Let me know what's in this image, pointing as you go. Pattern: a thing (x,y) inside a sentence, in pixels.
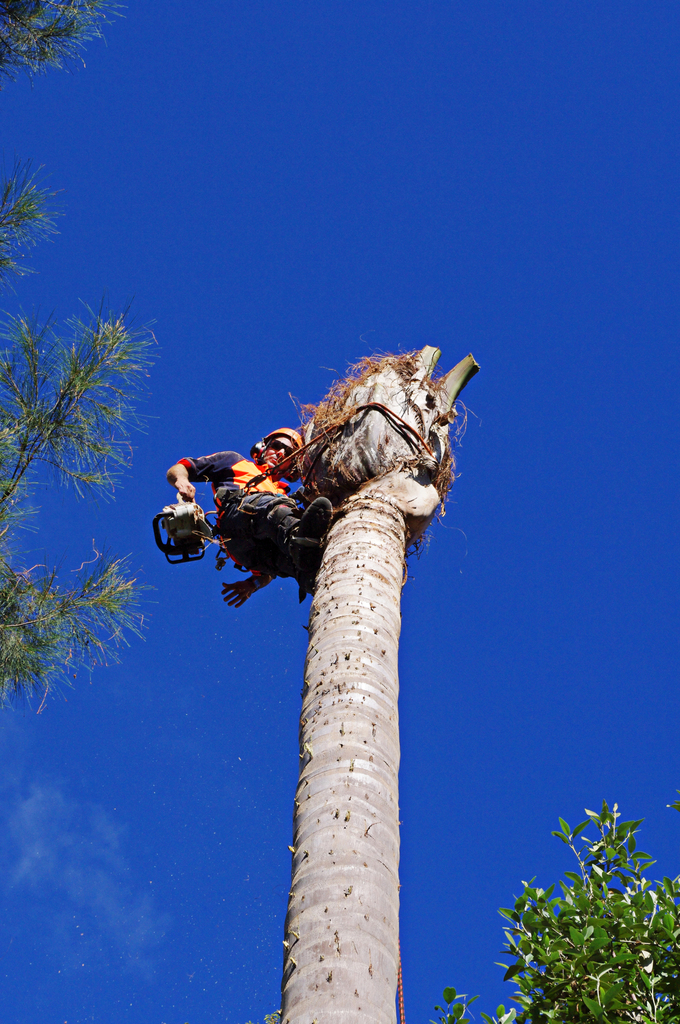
In this image there is a person (242,536) climbing on the tree (330,477) and he is holding an object (173,536) in his hand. On the right (553,1017) and left side of the image (129,592) there are trees (562,914). In the background (431,259) there is the sky (358,254).
